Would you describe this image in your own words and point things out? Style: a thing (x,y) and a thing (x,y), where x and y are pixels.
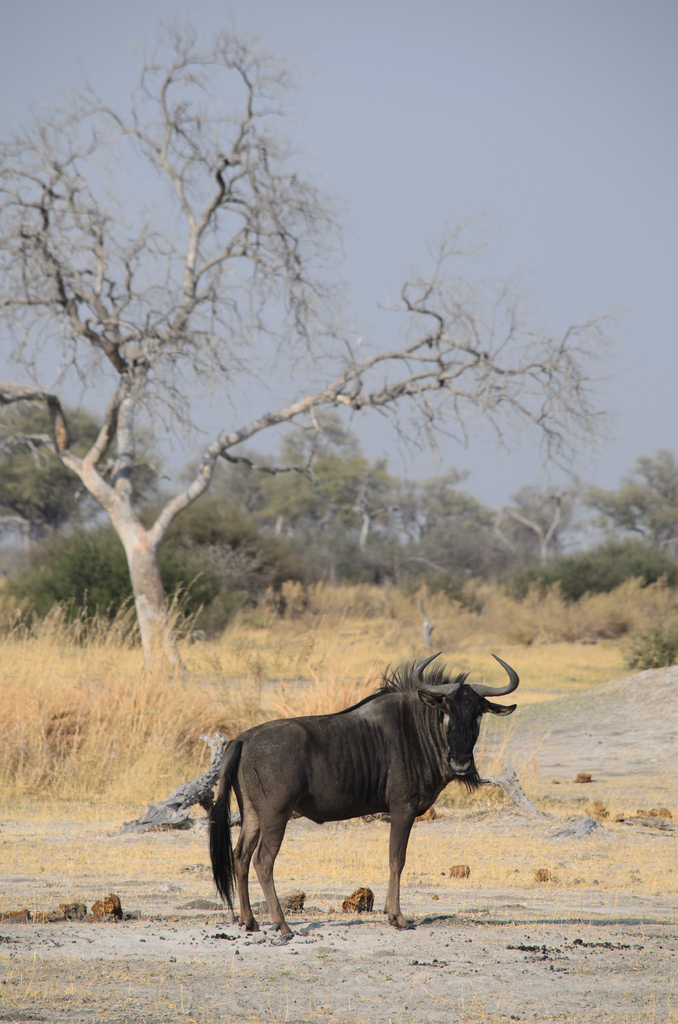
In this image I can see an animal (338,786). In the background (204,709), I can see the grass (175,681), trees (233,552) and the sky (443,147).
